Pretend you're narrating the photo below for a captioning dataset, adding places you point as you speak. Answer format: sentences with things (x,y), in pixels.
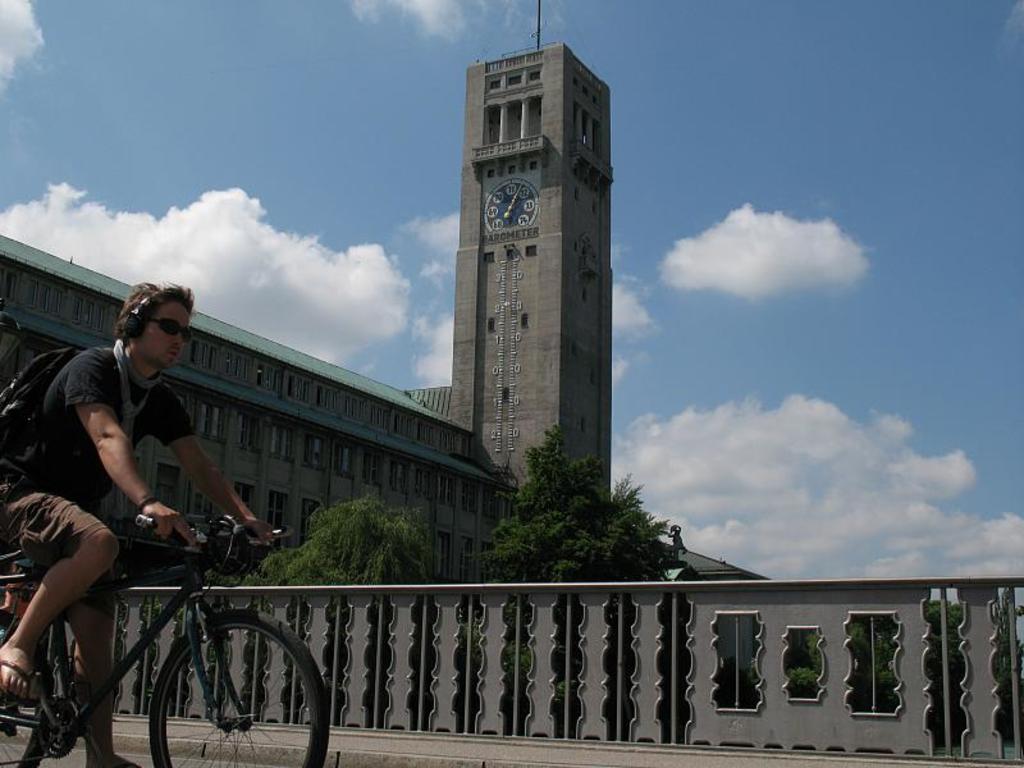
In the middle of the image (491,353) there is a building (547,313). In front of the building (571,416) there are two trees (361,540). Bottom right side of the image (769,609) there is a fencing (623,643). Top right side of the image (992,85) there is a sky (906,171). Top left side of the image (67,181) there are some clouds (26,210). Bottom left side of the image (188,678) a man (139,345) riding a bicycle (45,724) and he is wearing a headphones (144,325).
